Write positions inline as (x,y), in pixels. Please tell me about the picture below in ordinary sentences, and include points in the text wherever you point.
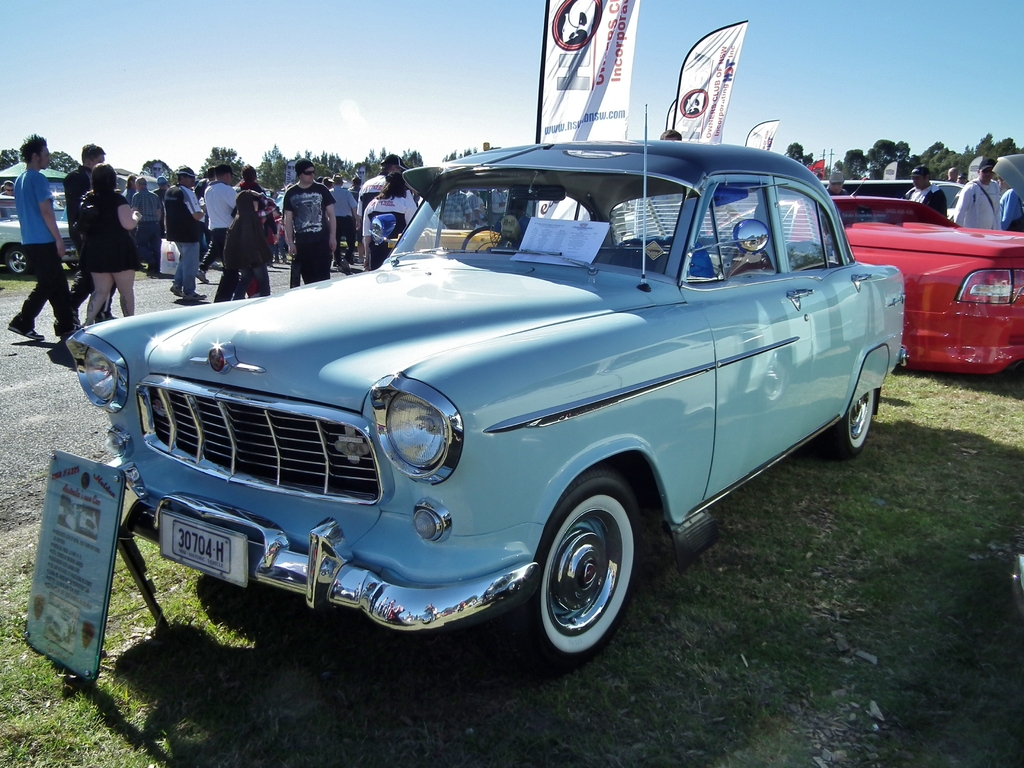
In this image there are so many cars (831,310) parked on the ground (757,548) one after the other. In the middle (479,427) there is a blue color car (581,392) on the ground (624,639). In front of it there is a board (88,542). In the background (570,97) there are banners (617,96). At the top (377,18) there is the sky (293,27). There is a road (29,353) on which there are so many people (250,190) walking on it. In the background (331,169) there are trees (295,160).
